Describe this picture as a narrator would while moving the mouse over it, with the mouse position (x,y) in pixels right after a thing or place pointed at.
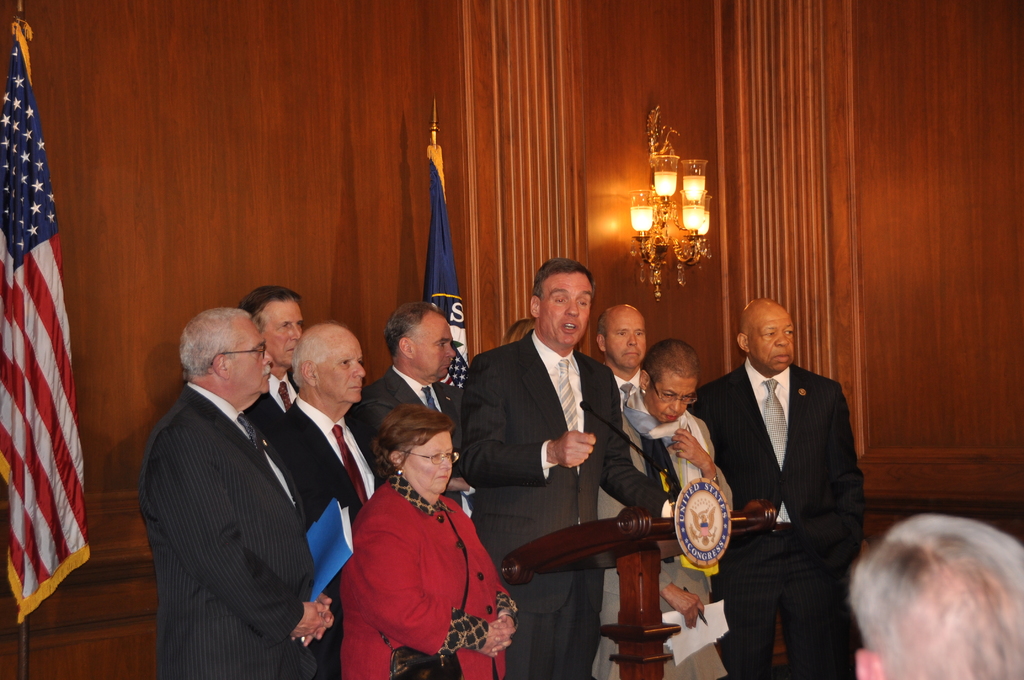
In the center of the image (541,414) we can see many person (450,401) standing on the ground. In the background (30,223) we can see flags (30,223), wall (420,249) and lights (657,204).
